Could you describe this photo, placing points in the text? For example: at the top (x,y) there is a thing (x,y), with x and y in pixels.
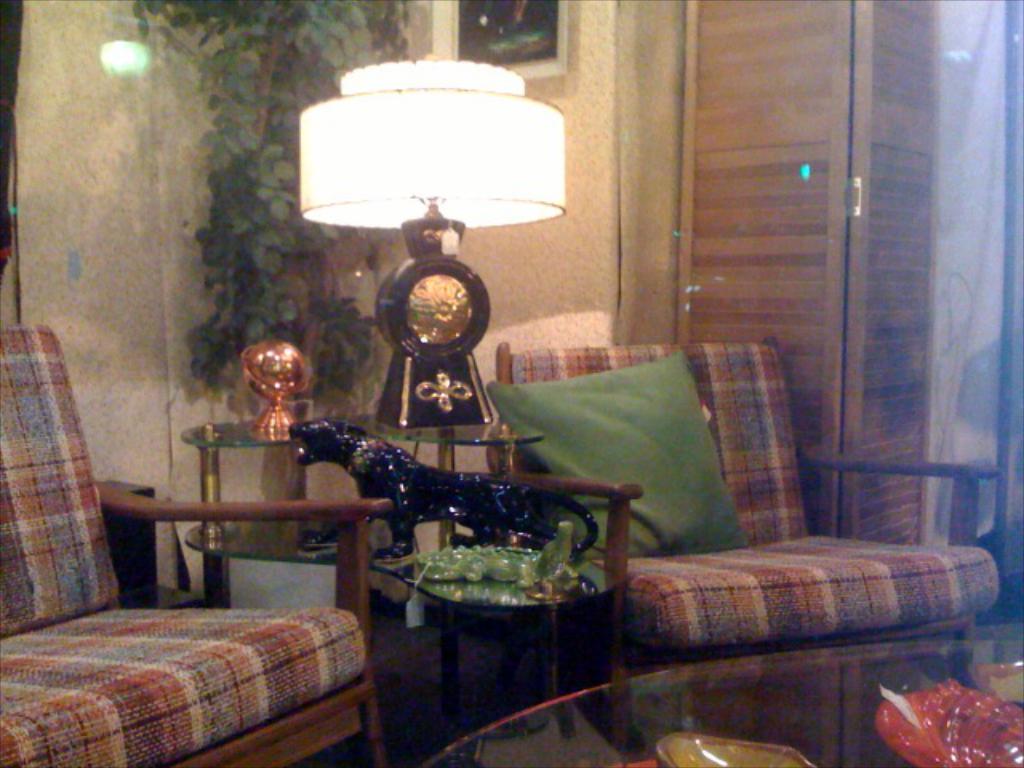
These are the couches (696,581). I can see a table (437,595) with toys (395,502), a lamp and few other things (282,392) on it. This looks like a cushion (608,422). I think this is a houseplant (267,240). I can see a photo frame (554,46), which is attached to the wall (592,44). This looks like a wooden door (874,227). I think this is a glass table (860,727) with few objects (780,749) on it.
